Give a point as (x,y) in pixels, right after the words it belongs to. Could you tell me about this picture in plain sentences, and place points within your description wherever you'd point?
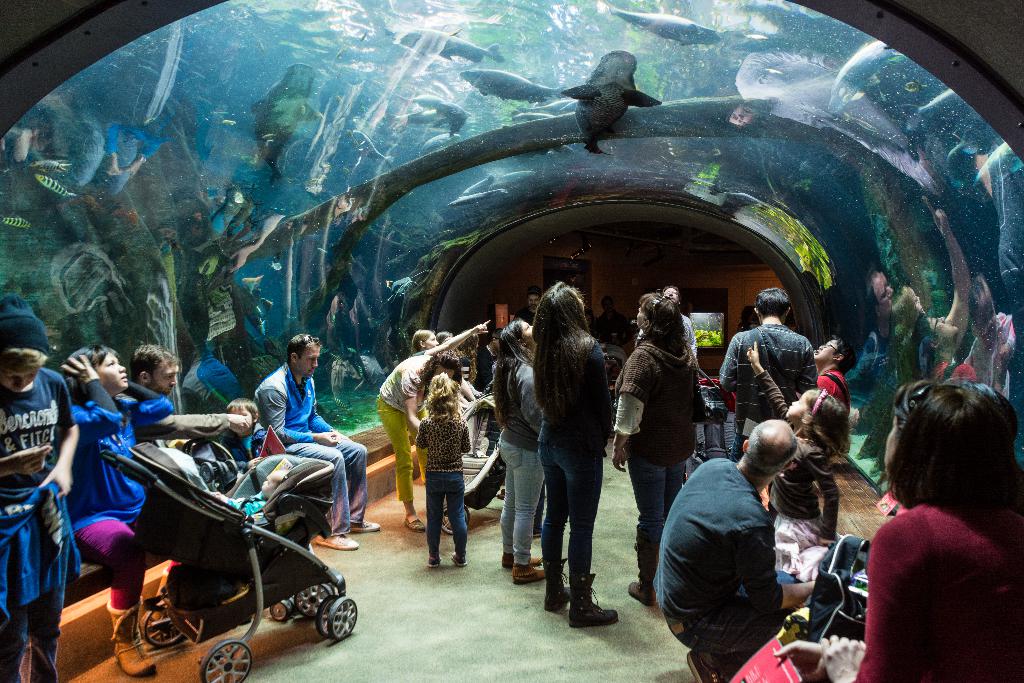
Some people (454,344) are watching the fish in an underwater aquarium (403,235). There are wide variety of fish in the aquarium (259,212).
